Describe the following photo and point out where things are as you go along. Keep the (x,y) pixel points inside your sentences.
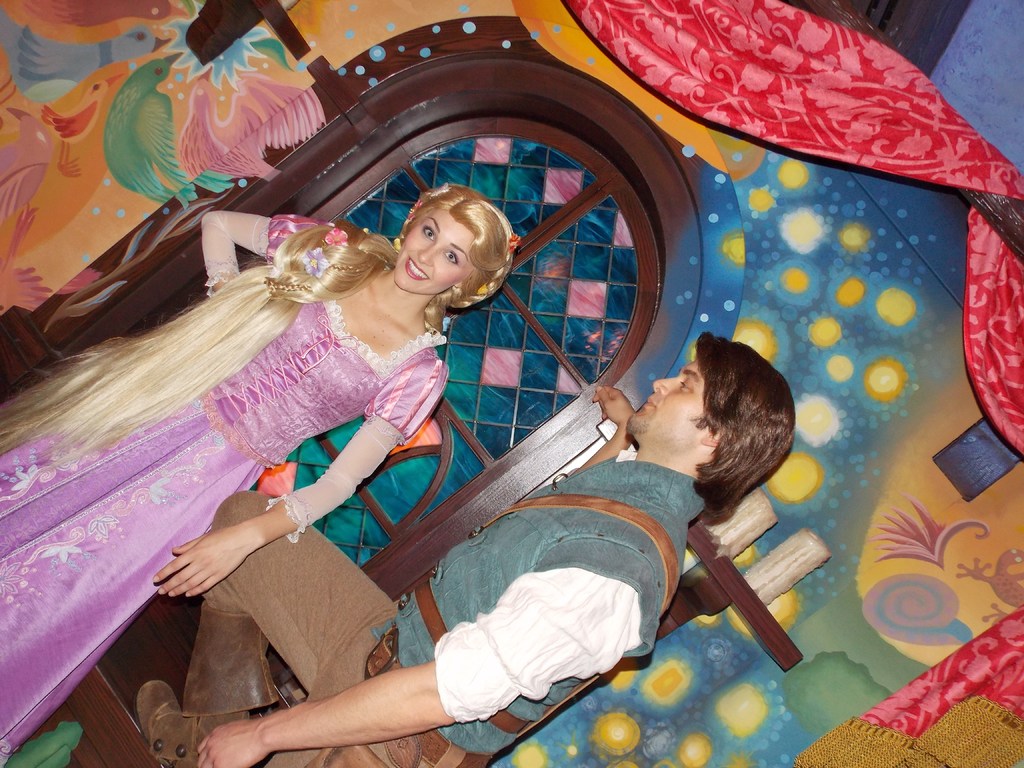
In this image there is a man (645,476) and a woman (417,273), behind them there are candles (756,583) on a wooden stand (719,587) and there is a glass window (532,210), besides the glass window (407,194) there are paintings (949,345) on the wall (831,487) and there is a curtain (802,145) on the wooden rod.
